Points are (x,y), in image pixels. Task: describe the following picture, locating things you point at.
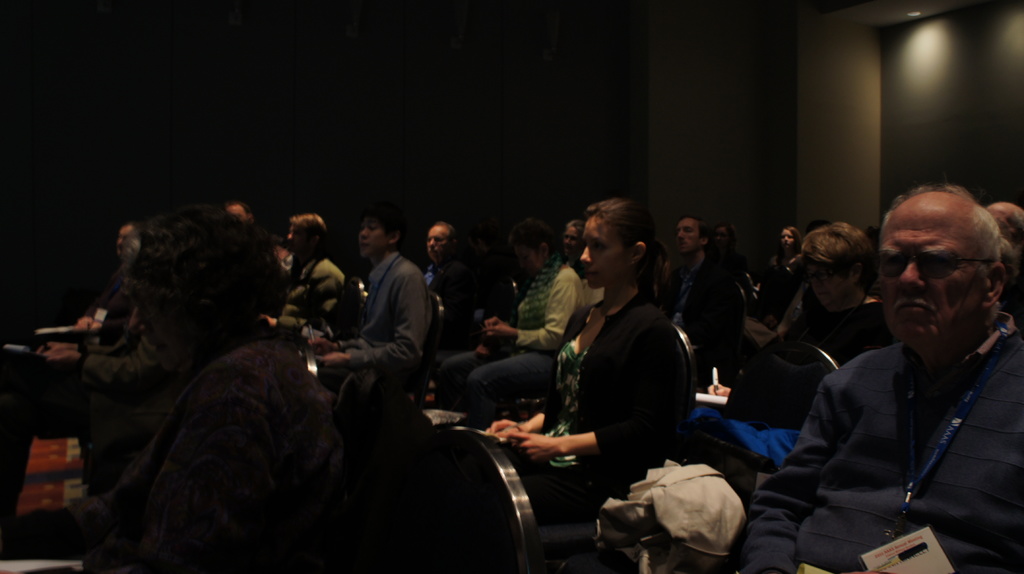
In this image there are people (573,452) sitting on chairs (489,493), in the background (670,196) it is dark.
